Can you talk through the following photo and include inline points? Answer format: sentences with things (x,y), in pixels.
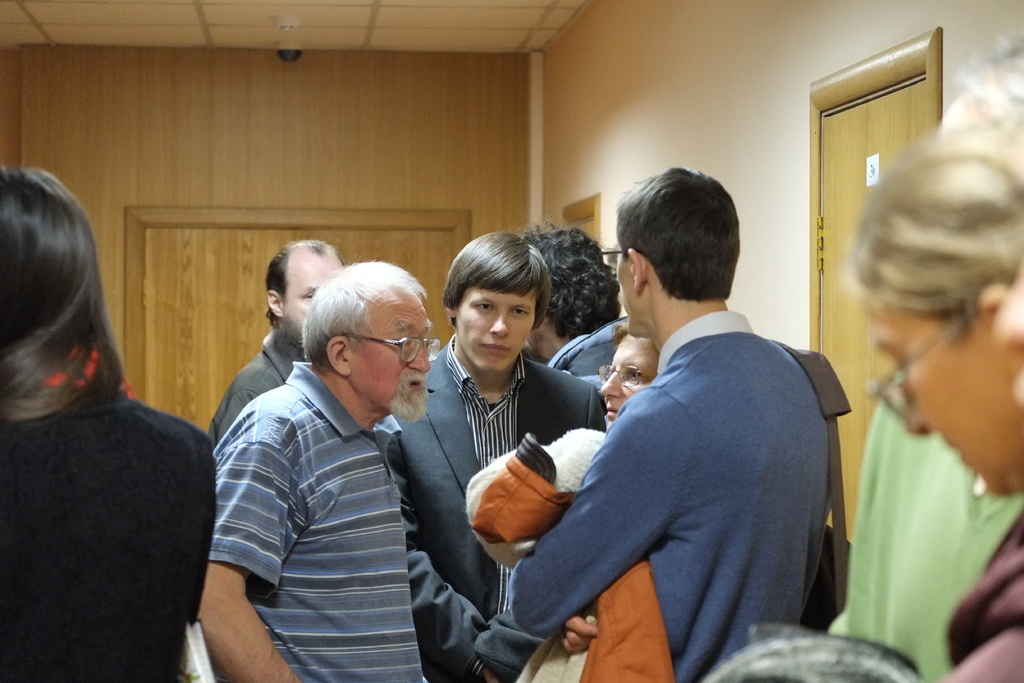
In this image I see number of people (252,677) and I see the wall (898,5) and I see a door (852,212) over here on which there is a white color thing (877,170) and I see the ceiling (486,40) and I see an electronic device (289,55) over here.
